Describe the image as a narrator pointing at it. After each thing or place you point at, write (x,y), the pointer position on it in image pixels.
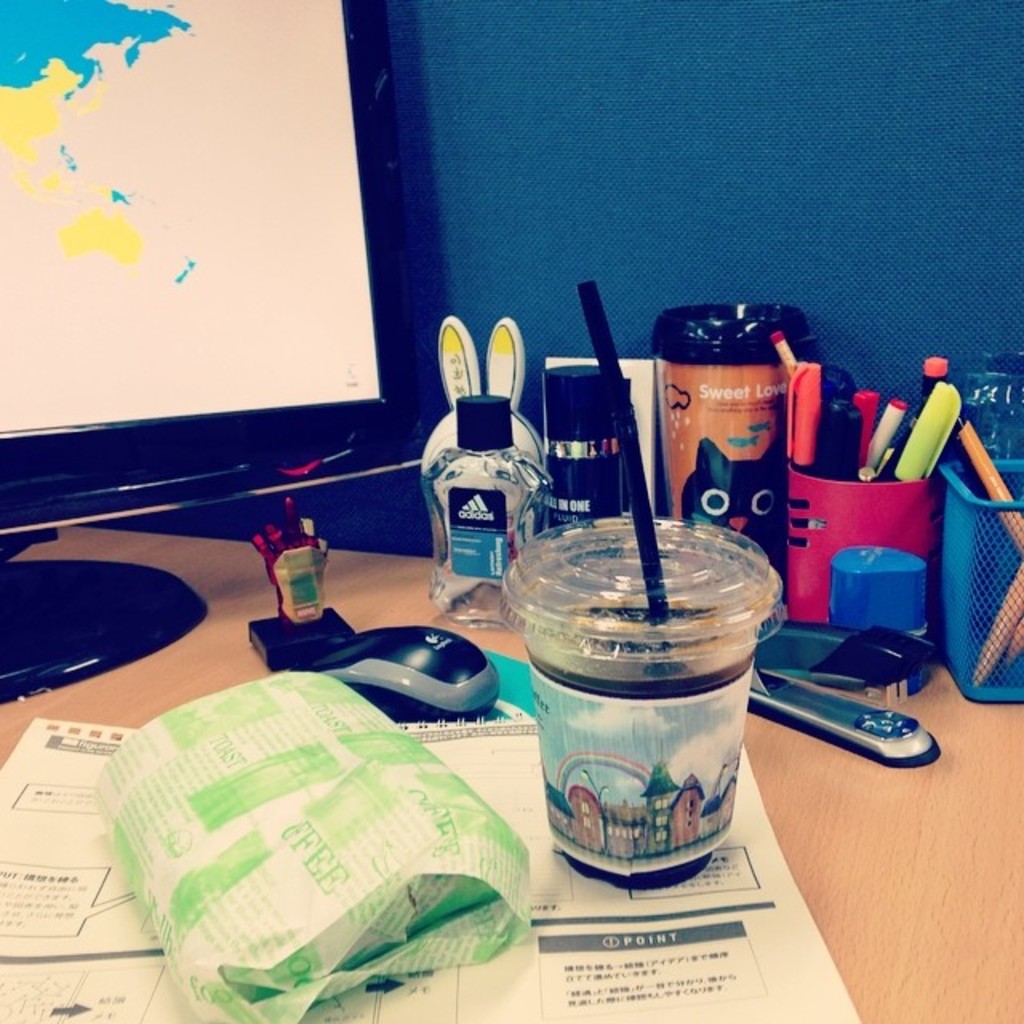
In this picture here we have a table (827,775), on it we have desktop (199,405), some glass (602,659) containing liquid (707,680) and 2 jars (852,499) filled with pens (883,423), pencils (995,636), some bottle (501,487), perfume (504,473), paper (674,1016). Also we can see mouse (391,636) here.
